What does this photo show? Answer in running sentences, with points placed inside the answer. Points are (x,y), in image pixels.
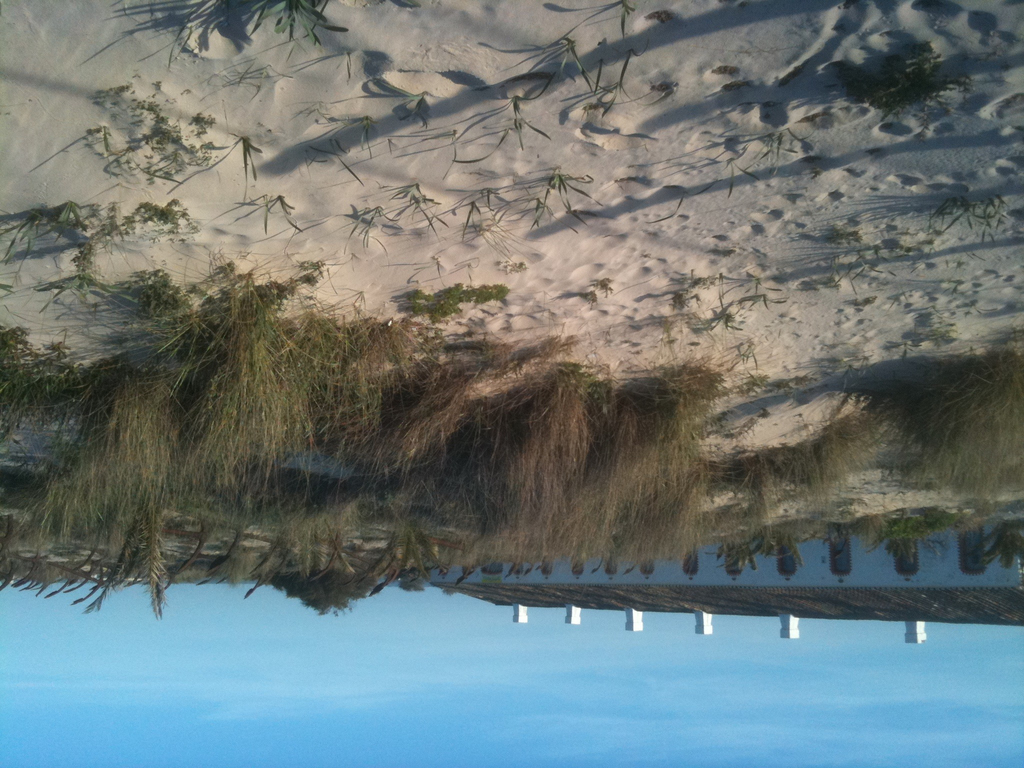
In this image I can see the sky (238,652) in blue color, background (198,417) I can see the grass (235,506) in green color and I can also see the sand (272,97).
